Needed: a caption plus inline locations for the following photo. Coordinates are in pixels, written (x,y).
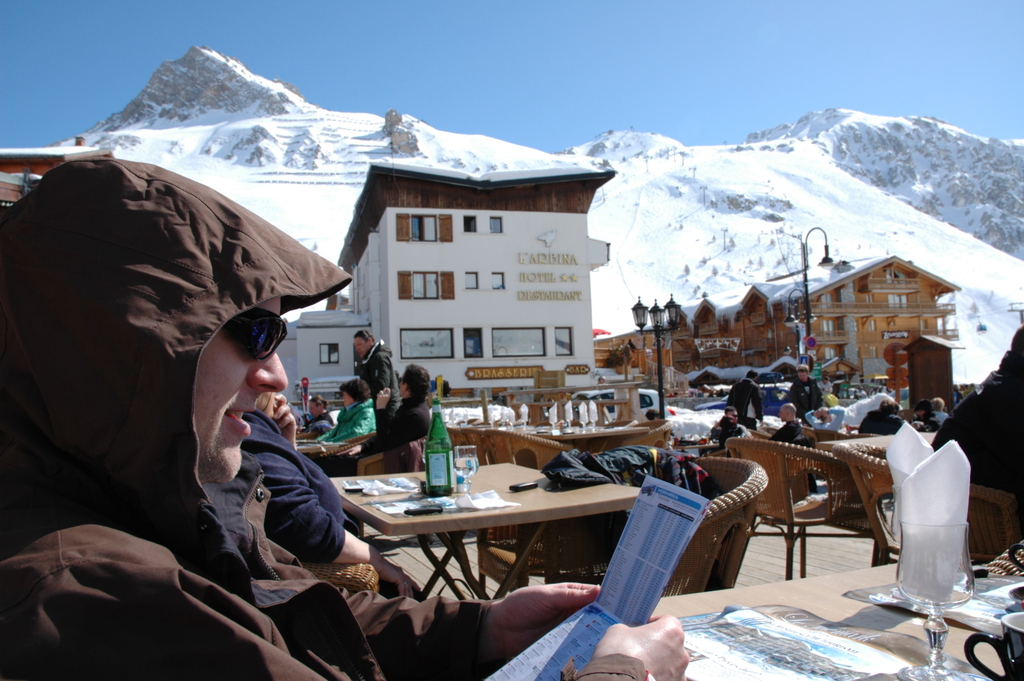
In this picture we can see some people (13,365) sitting on the chairs (756,457) and tables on which there are some items (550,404) and behind this there are some buildings (526,327) and some mountains (524,165) which are covered with ice (180,121).
